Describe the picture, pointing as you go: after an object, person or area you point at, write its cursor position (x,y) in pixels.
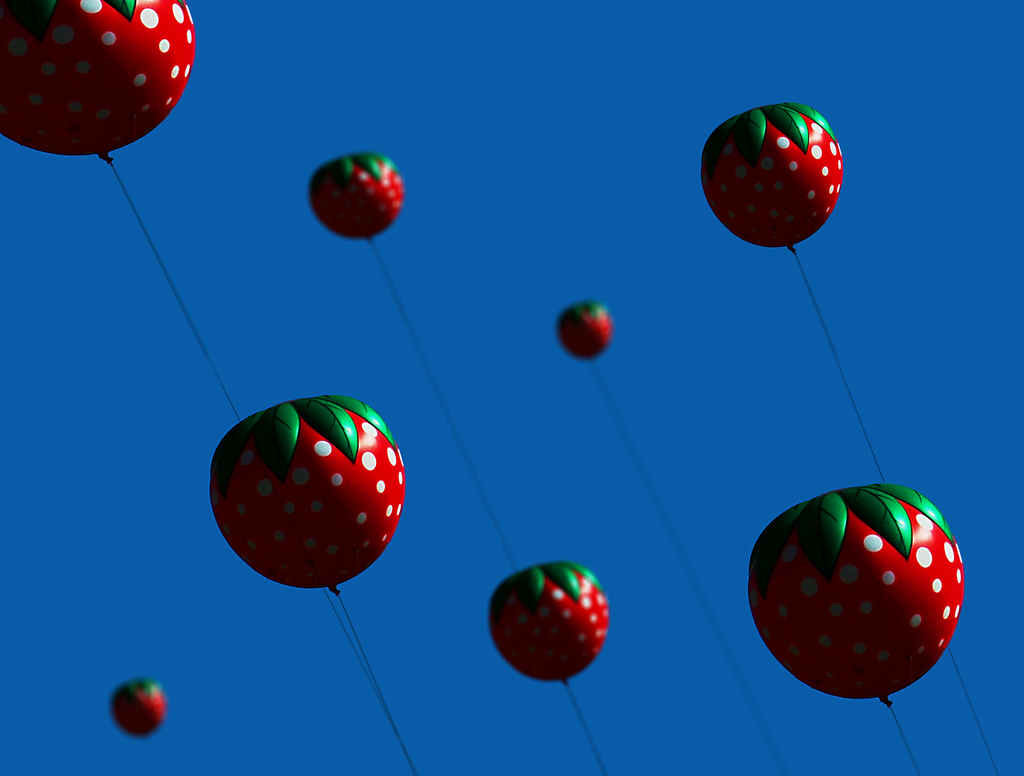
In this picture, we see balloons (19,115) are flying in the sky (188,280). These balloons (268,468) are in red and green color. These balloons (278,468) look like strawberries (755,554). In the background (544,506), we see the sky (504,128), which is blue in color.
